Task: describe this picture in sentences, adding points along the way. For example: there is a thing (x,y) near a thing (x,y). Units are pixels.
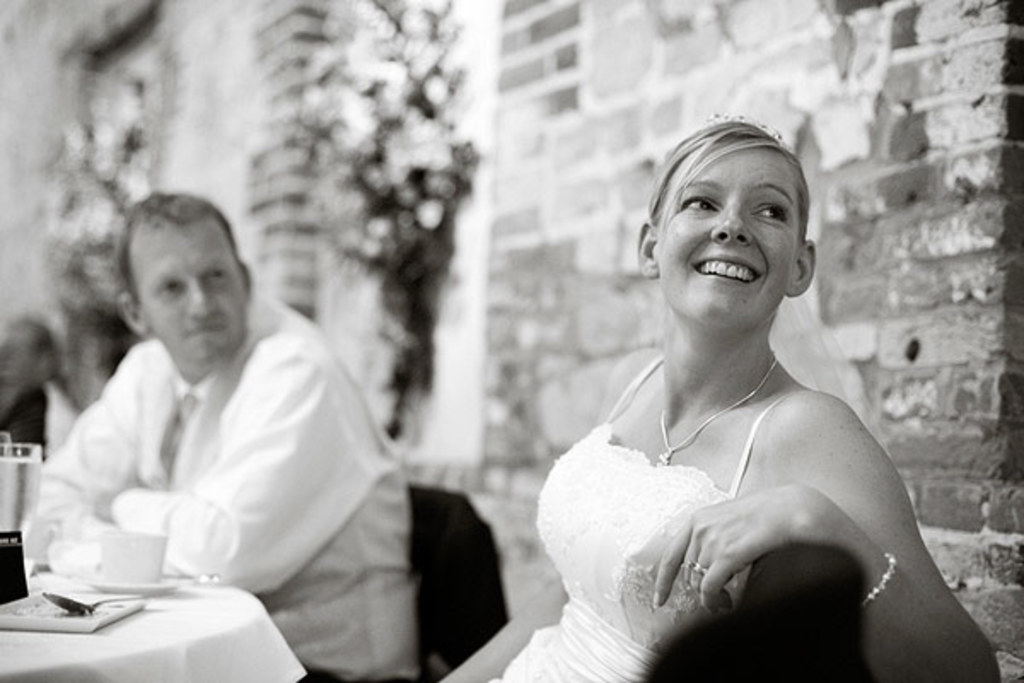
This is a black and white picture, in this image we can see two people (369,508) sitting on the chairs (472,558), in front of them there is a table (67,641) covered with white color cloth (87,633) and some objects (107,544) on it, in the background (402,125) we can see the wall (466,115) with some flowers (391,137).
